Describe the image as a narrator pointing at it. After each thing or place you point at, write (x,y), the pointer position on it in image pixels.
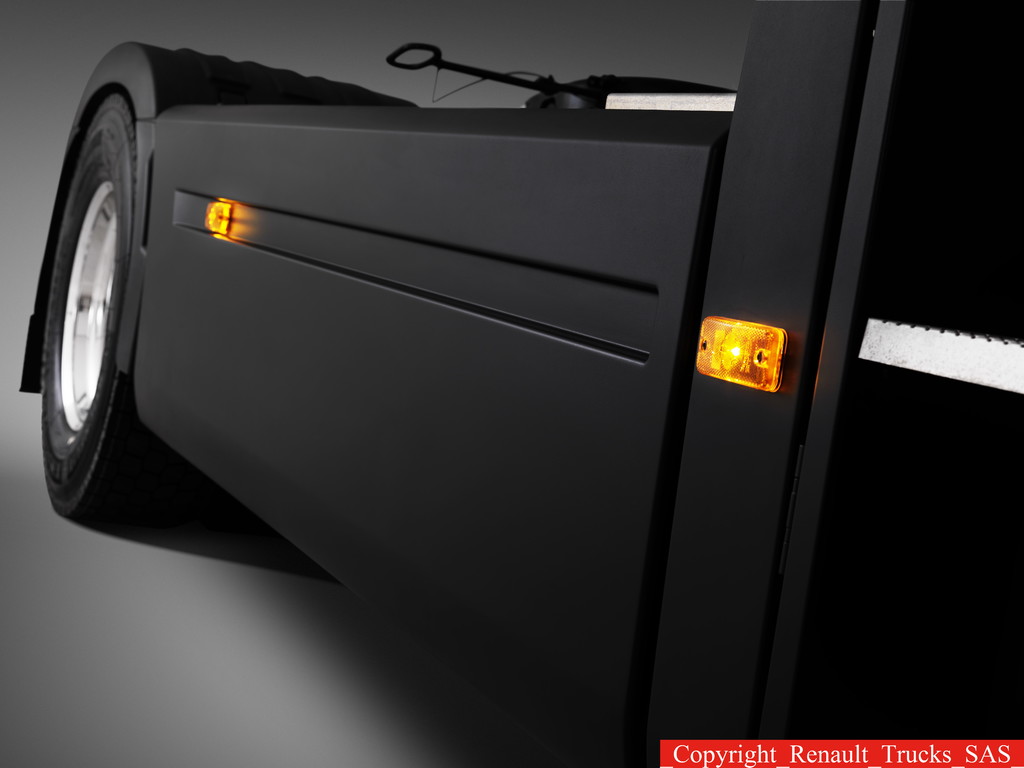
In this picture, we can see a vehicle (749,362), some text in the bottom right corner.
